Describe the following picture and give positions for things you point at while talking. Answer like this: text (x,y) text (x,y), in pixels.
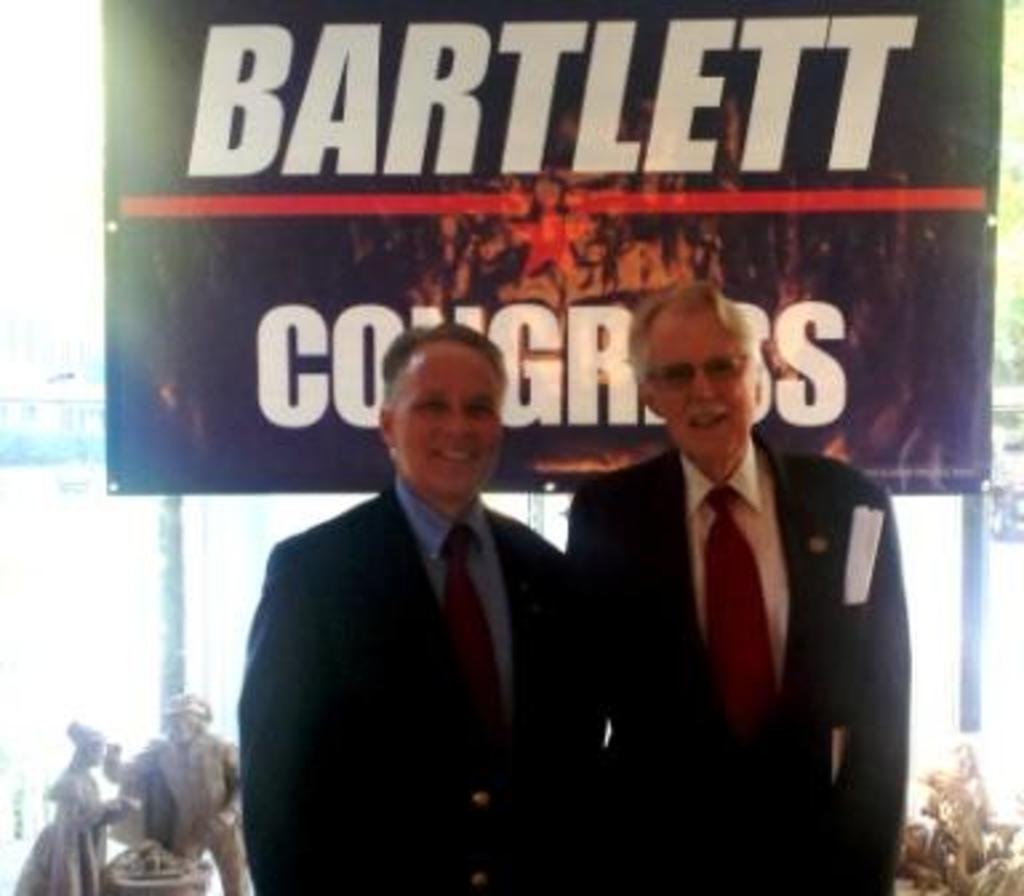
In the image we can see two men (549,713) standing, wearing clothes (593,731) and they are smiling. The right side man (714,601) is wearing spectacles (670,380). Behind them there is a board (790,248) and text (462,116) on it. Here we can see the sculpture (129,843) and the tree (1015,194).
